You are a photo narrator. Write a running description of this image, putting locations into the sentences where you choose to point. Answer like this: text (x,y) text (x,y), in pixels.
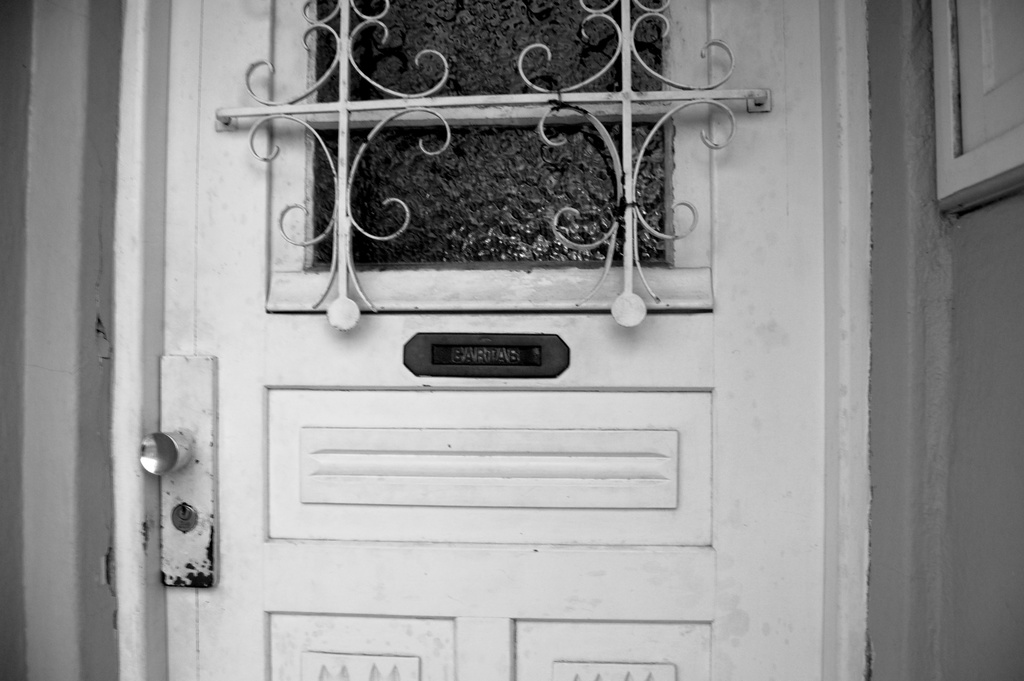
This is a black and white image. I can see a door (200,417) with a door handle (166,397). This looks like an iron grill (627,301). I think this is the glass (470,199), which is attached to the door (690,250). This is the wall (73,347).
